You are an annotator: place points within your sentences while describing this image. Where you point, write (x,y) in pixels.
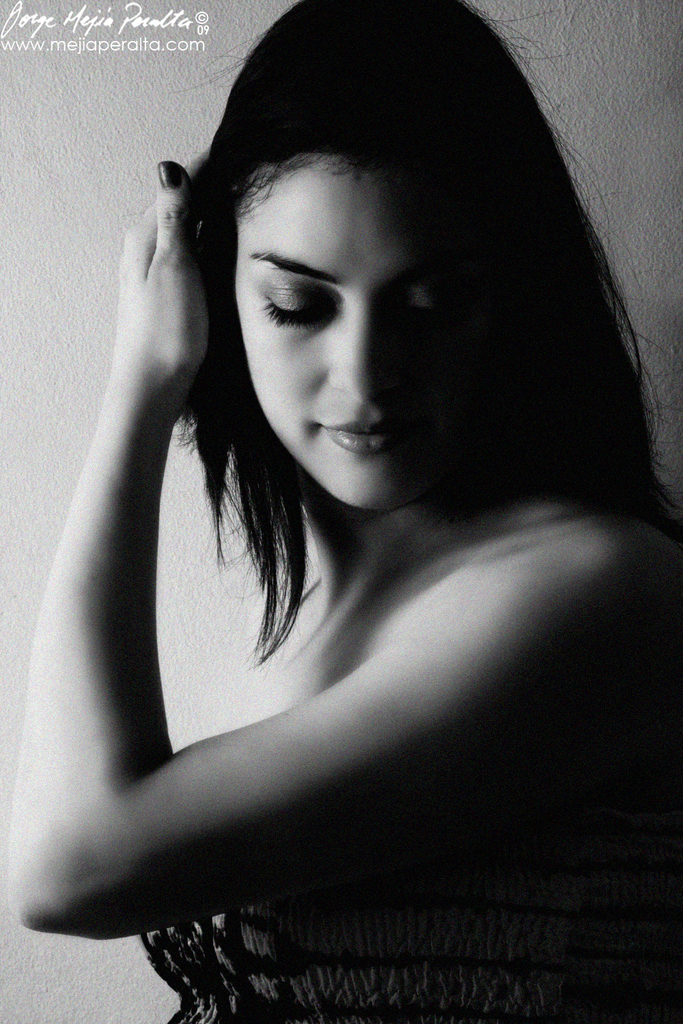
This is a black and white image. In the center of the image (374,614) we can see women (239,864). In the background (638,95) there is wall (599,36).
